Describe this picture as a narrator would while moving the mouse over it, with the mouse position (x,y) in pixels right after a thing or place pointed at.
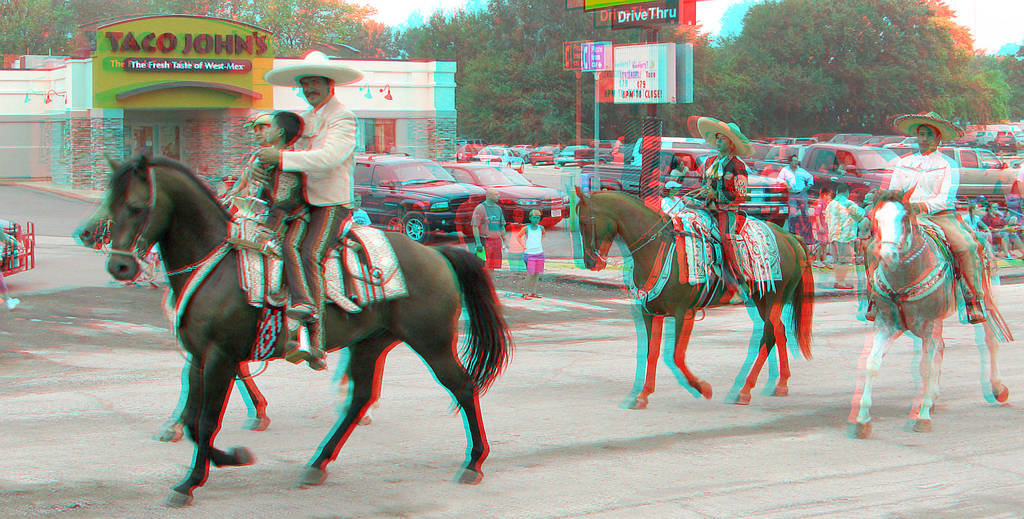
In this image we can see these persons (920,199) are sitting on the horse (369,342) and riding. In the background (384,152) we can see cars (529,152) and a building (400,109).
